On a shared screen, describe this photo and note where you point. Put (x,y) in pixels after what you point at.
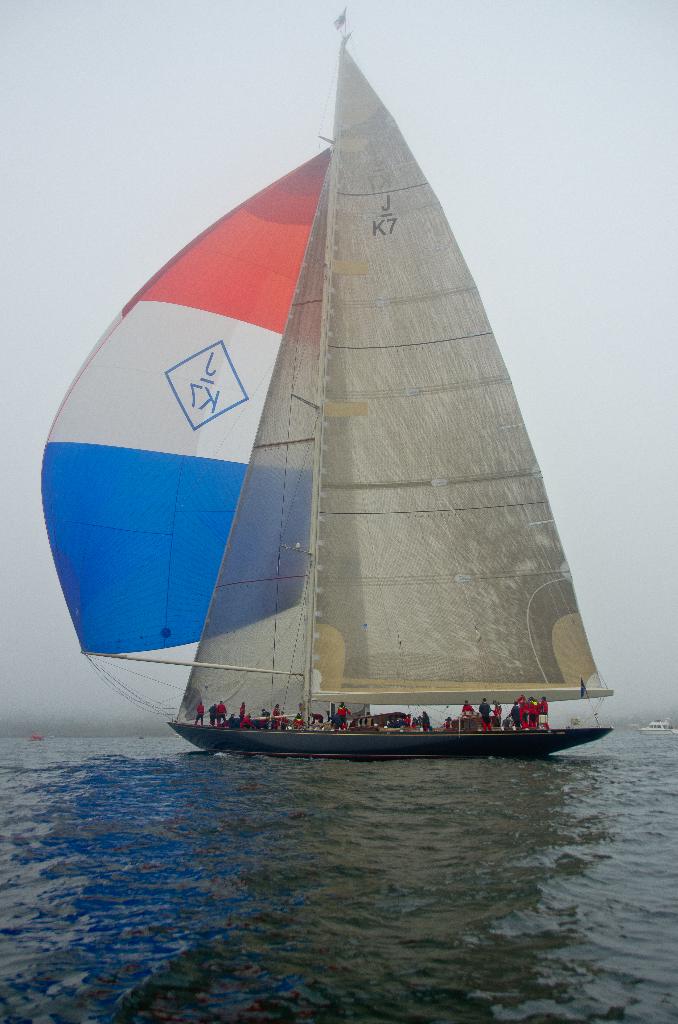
In this image, we can see few people (281,722) are sailing a boat (391,740) on the water (380,827). Here we can see rods (312,693) and ropes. Background (663,117) there is a sky (29,695).
